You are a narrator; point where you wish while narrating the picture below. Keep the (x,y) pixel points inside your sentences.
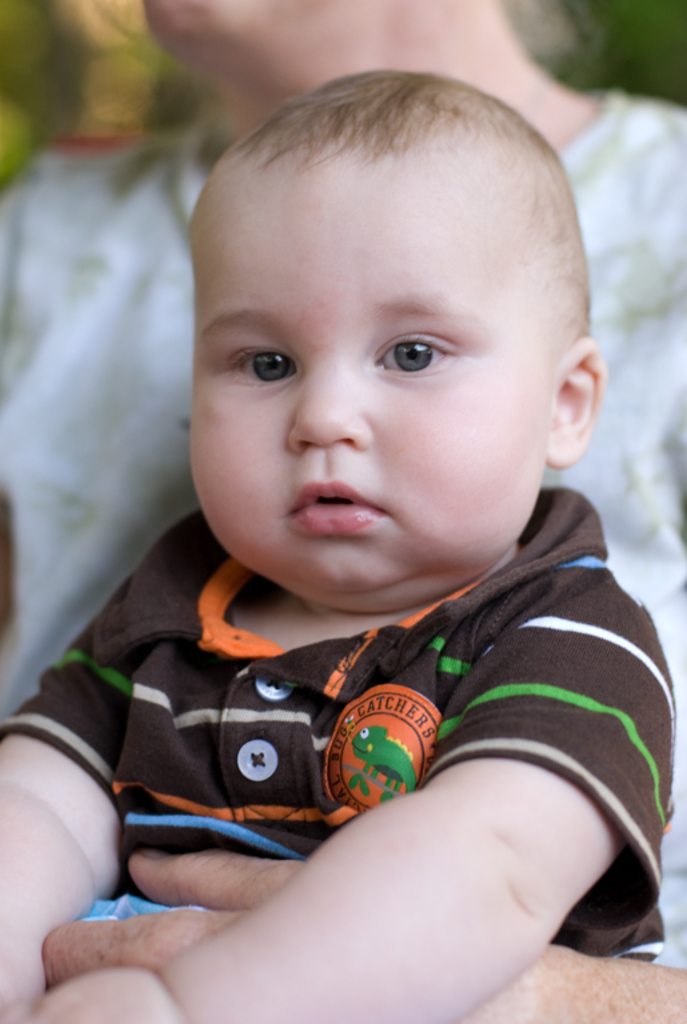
In this picture we can observe a baby (277,720) wearing brown color T shirt (303,748). Behind the baby (182,702) there is a woman (652,560) holding his baby (326,589). She is wearing white color dress (58,322).
